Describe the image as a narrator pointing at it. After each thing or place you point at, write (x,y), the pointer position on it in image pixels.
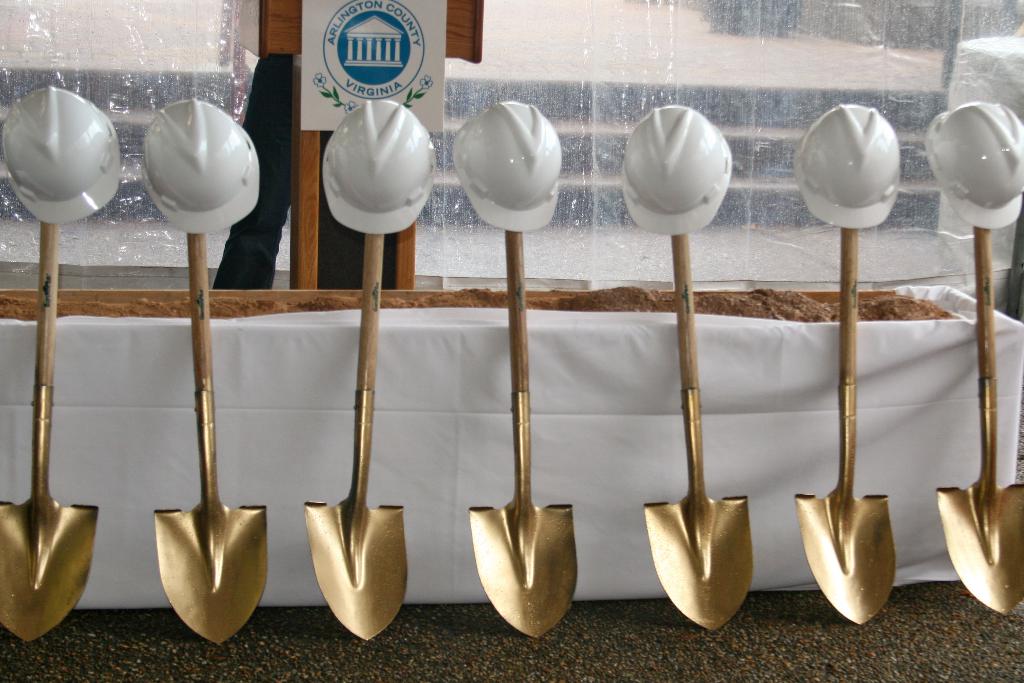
In this image, we can see gold shovels (360,349) and in the background (501,62), there is a glass (684,46) and a name board (354,84).
